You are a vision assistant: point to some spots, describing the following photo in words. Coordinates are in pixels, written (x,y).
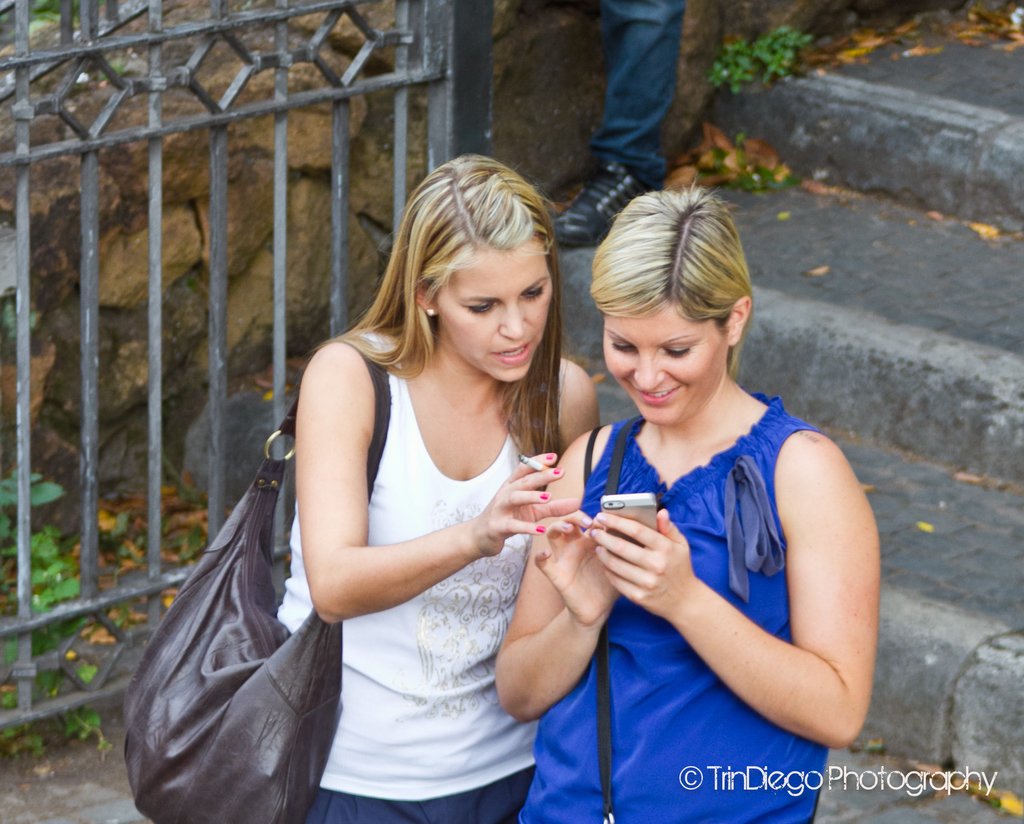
In this image we can see two persons (433,472) carrying bags (146,763) and standing, among them one is holding a mobile phone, behind them, we can see a fence (45,105), wall (120,473), person's leg (608,181), grass (3,532) and a stair case (574,354).
